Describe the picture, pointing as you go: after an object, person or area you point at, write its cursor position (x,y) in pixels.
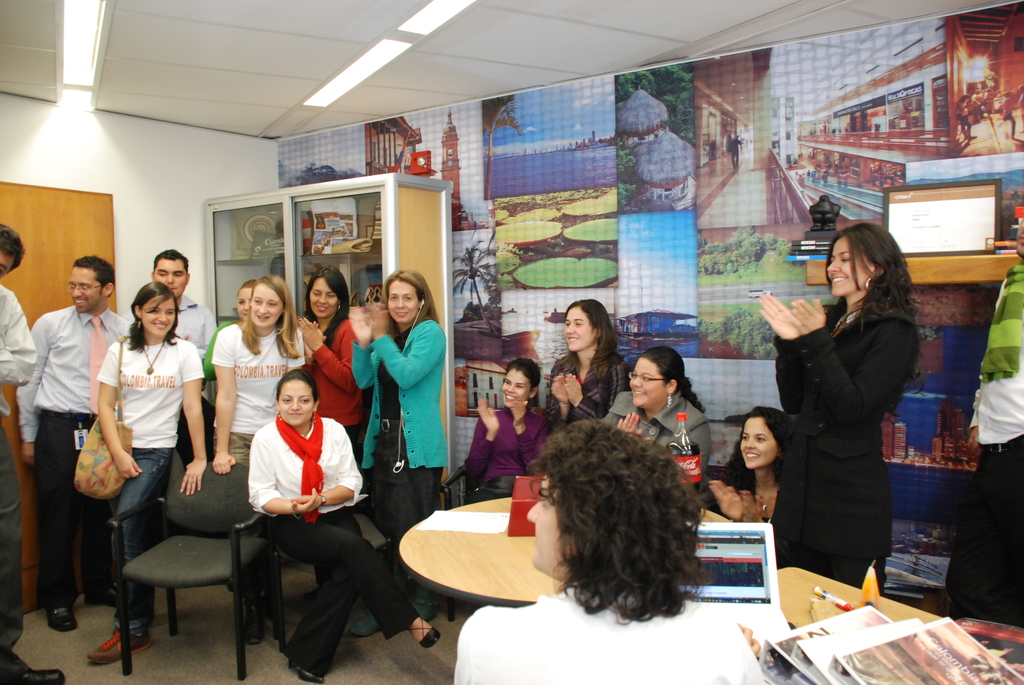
There are majority of the people (358,447) standing in this room (342,375) and few (332,476) are sitting on the chair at the table (477,550). On the table (489,536) we can see files (818,651) and laptop (754,532). In the background (337,226) there is a cupboard (438,241), hoarding (577,246) and a door (93,227).
